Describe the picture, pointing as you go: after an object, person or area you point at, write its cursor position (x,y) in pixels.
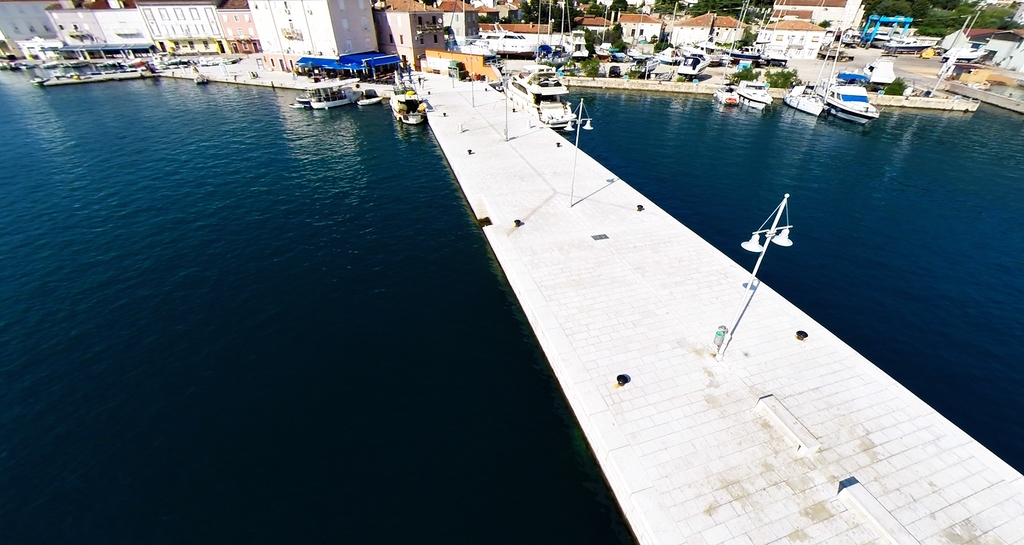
We can see boats (523,38) and ships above the water (810,253). We can see lights (764,242) on poles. In the background (76,18) we can see buildings (1011,34) and trees (964,2).
